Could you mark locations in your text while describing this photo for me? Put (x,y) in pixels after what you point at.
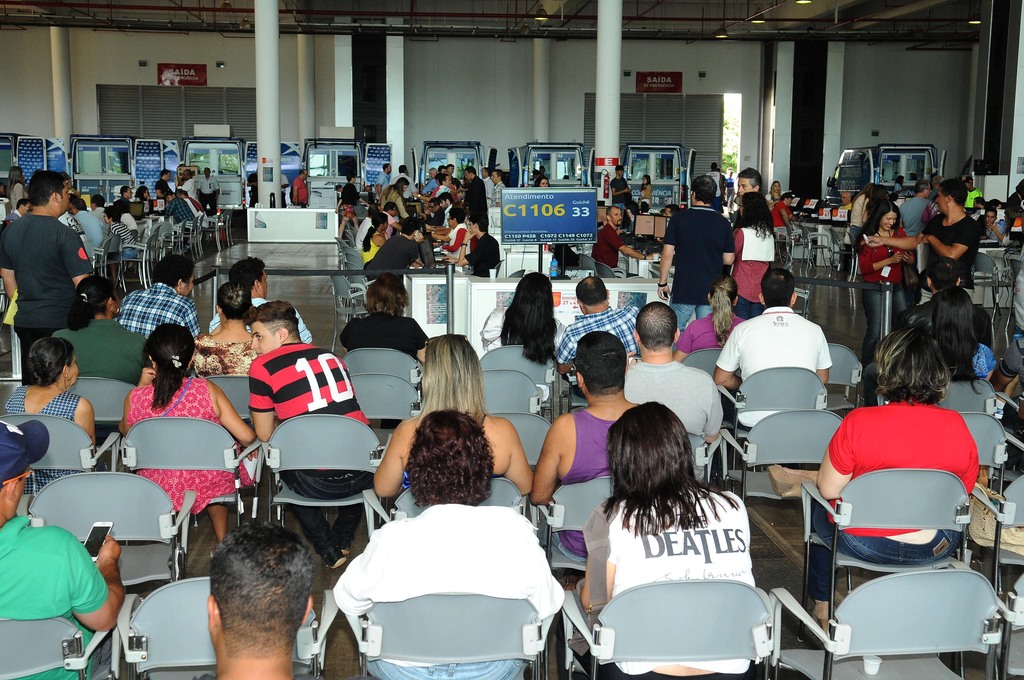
In this image i can see few people (591,336) some are sitting and some are standing at the back ground (603,89) i can see a banner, a pillar (600,107), a machine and a wall (417,84).
